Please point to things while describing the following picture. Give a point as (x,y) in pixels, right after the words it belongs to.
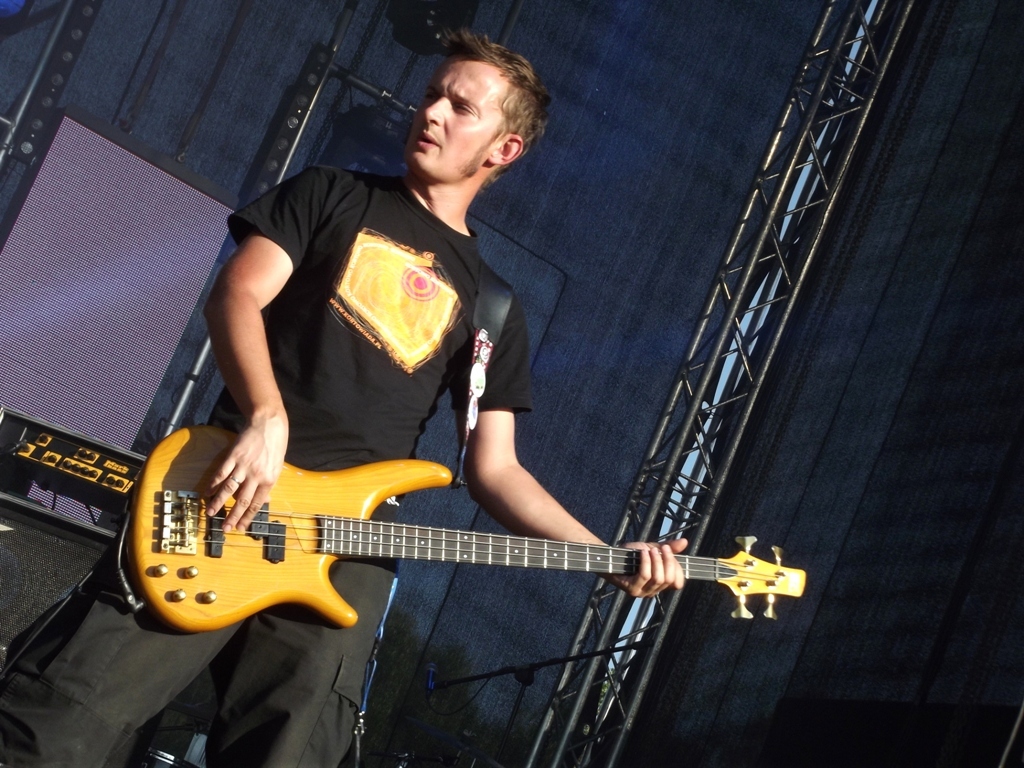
A man (349,361) in black color t-shirt (423,299), holding and playing guitar (589,565). And he is singing. In the background (682,133), there is a wall (625,163) which is in blue color, stage (789,174) and some other materials (98,400).
